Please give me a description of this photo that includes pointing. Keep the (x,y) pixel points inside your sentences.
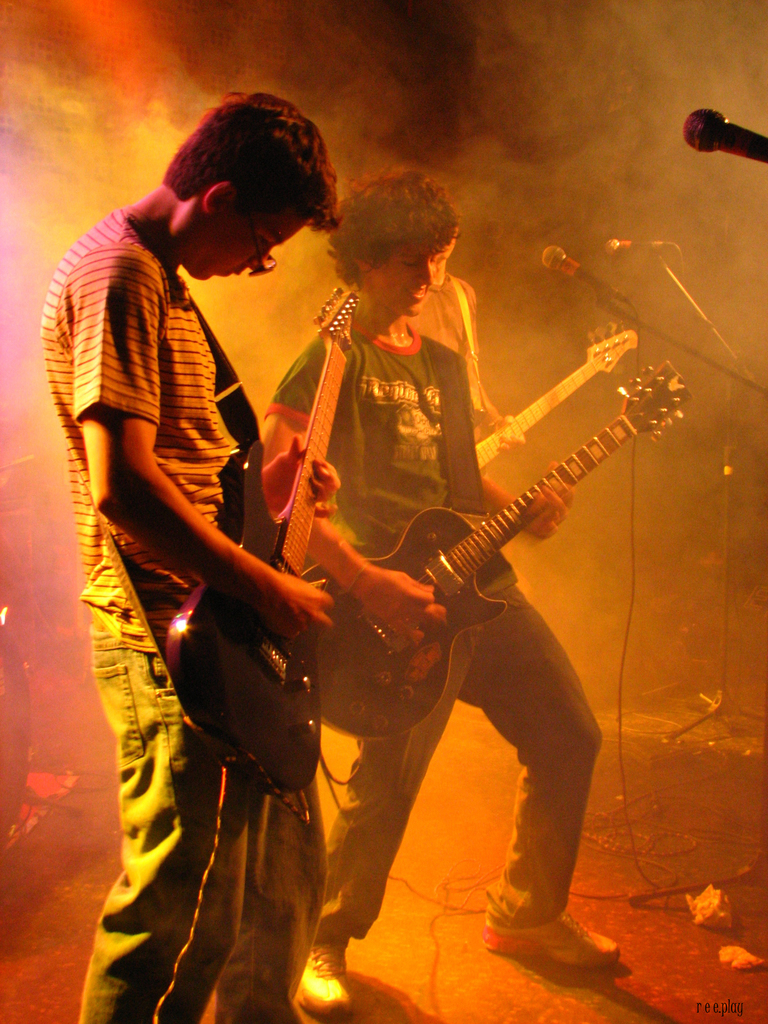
Here we can see three persons (111,263) were playing the guitar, in front of them there is a microphone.
